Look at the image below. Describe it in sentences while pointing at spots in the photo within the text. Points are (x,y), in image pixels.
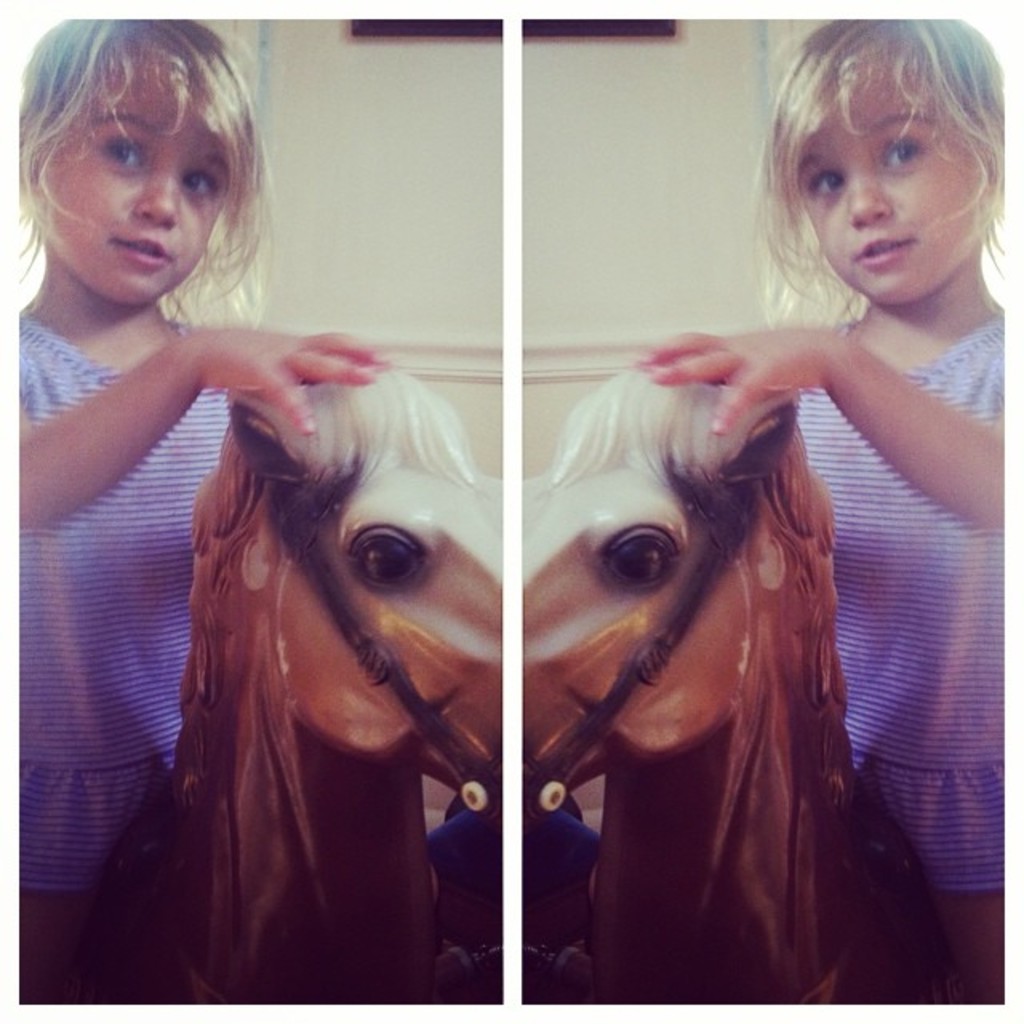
In this picture we can see a girl (75,865) standing beside the toy horse (747,861). On the background (688,232) there is a wall (678,209).
